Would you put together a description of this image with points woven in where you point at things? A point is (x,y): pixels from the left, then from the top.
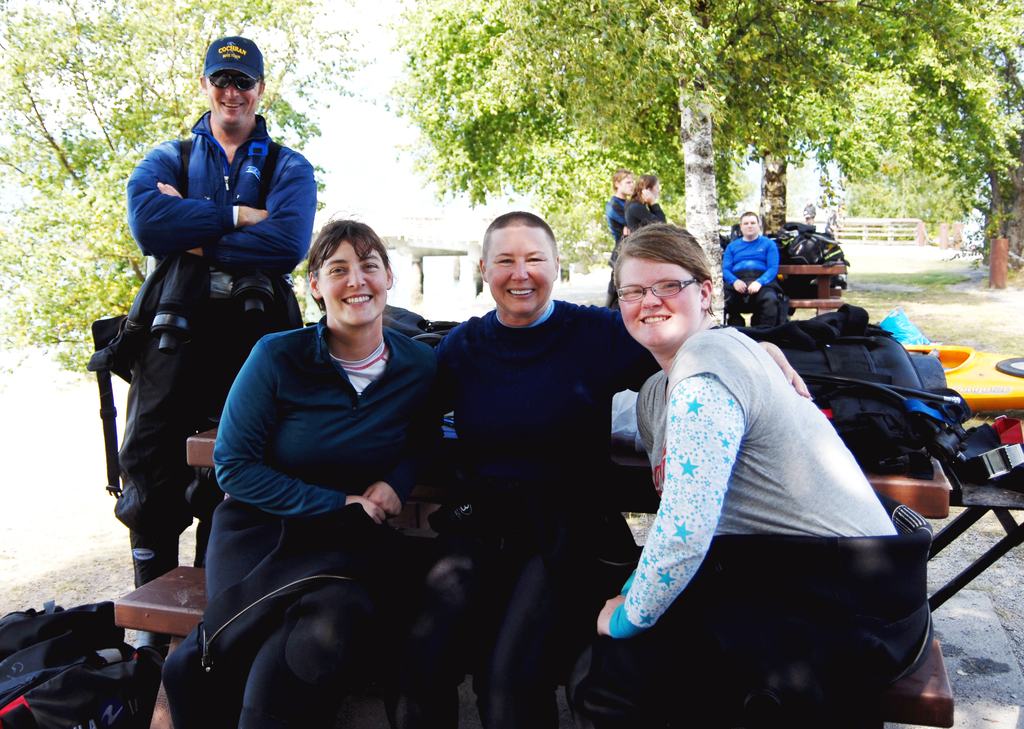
In the picture I can see people (348,366) among them some are sitting and some are standing. The people (599,472) in the front (437,449) are smiling. I can also see bags (846,377) and some other objects (957,357) on table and on the ground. In the background (320,187) I can see trees (282,101), fence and some other objects (417,284).
